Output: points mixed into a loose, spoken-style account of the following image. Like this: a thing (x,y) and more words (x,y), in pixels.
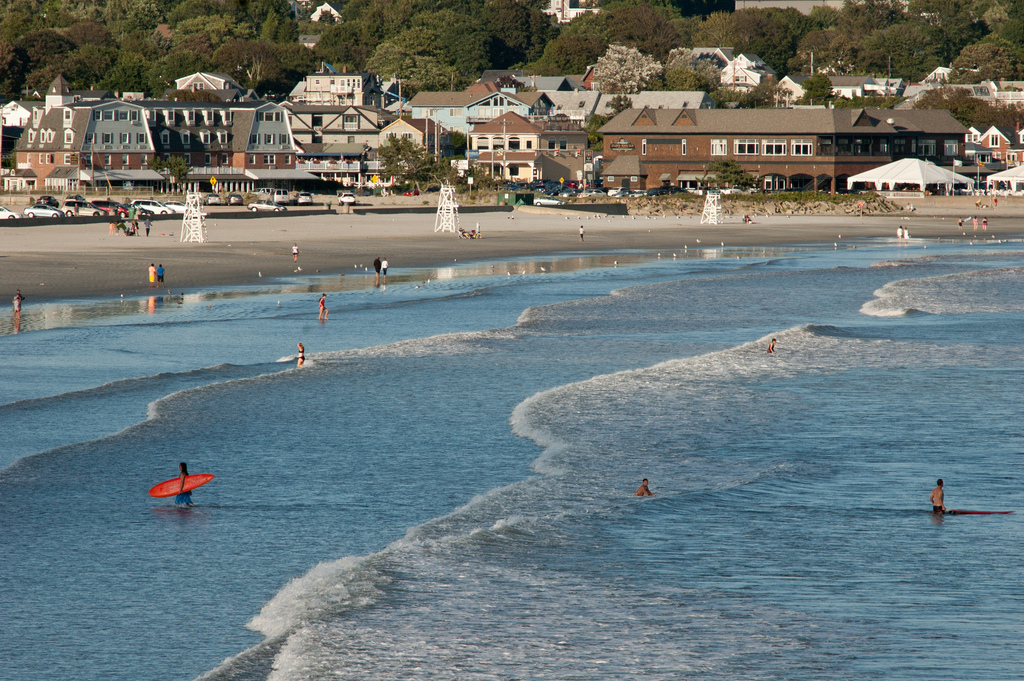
In this image I can see water (528,396), people (148,235), sea shore (245,269), vehicles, buildings (319,91), trees (386,46) and in the sea shore (417,241) there are some white objects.
